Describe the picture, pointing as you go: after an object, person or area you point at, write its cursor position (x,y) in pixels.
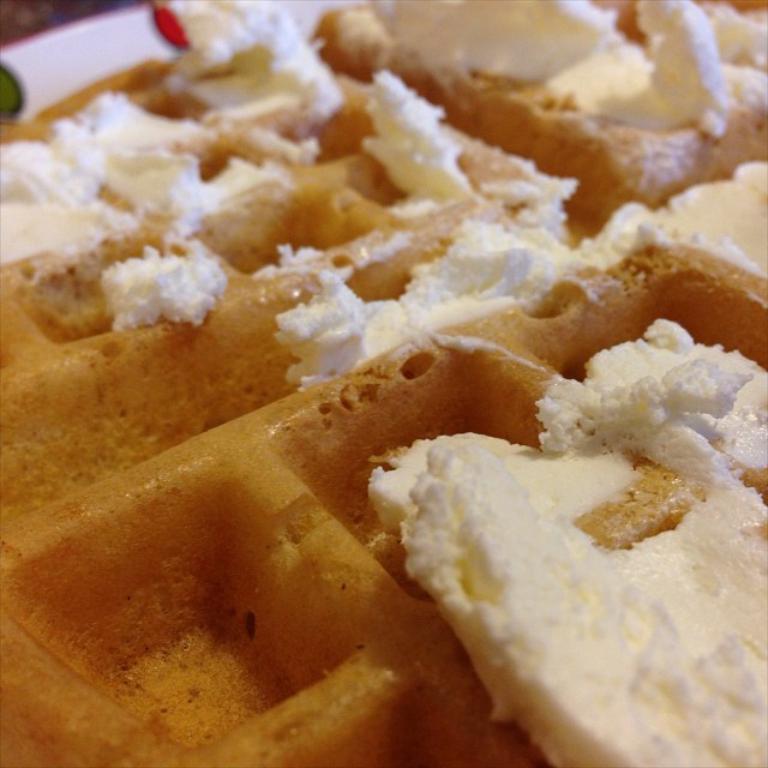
This is a zoomed in picture and we can see the food items (462,44). In the background (143,52) we can see some objects (79,31).
